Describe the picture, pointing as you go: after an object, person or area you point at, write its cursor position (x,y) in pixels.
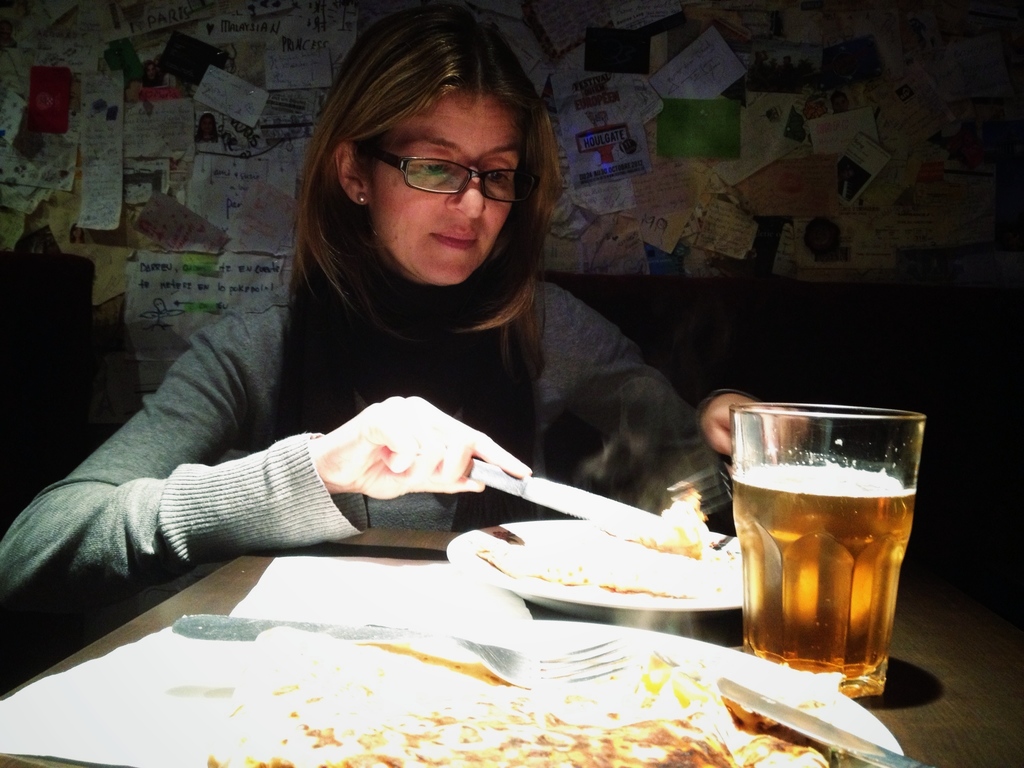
In the image there is a woman (270,367) in grey sweater (589,408) sitting in front of table (206,606) with food (335,748), plates (604,641), knife (808,732), fork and glass (893,555) on it and behind there are many sticky notes (236,111) on the wall (246,149).
